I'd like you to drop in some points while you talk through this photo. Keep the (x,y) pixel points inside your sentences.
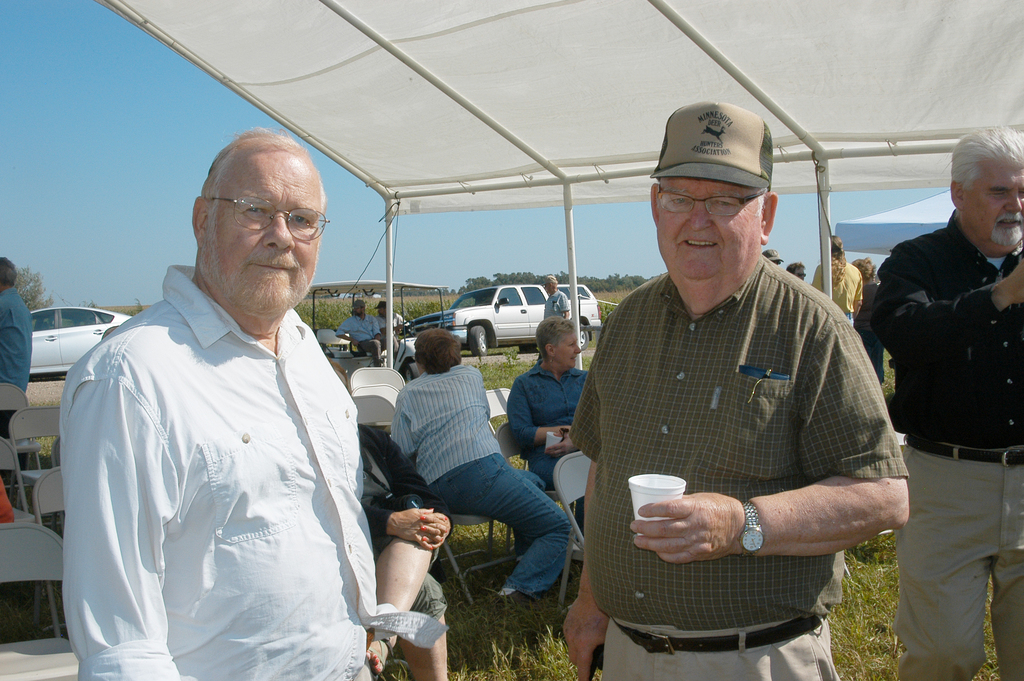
In the center of the image (603,422) we can see three persons (804,464) are standing and they are in different costumes (177,462). Among them, we can see one person (768,446) is holding a glass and he is wearing a cap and we can see he is smiling. In the background (848,211), we can see the sky (836,205), trees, vehicles (397,357), grass (507,380), tents (455,147), chairs (506,407), few people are standing, few people (545,408) are sitting and a few other objects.
